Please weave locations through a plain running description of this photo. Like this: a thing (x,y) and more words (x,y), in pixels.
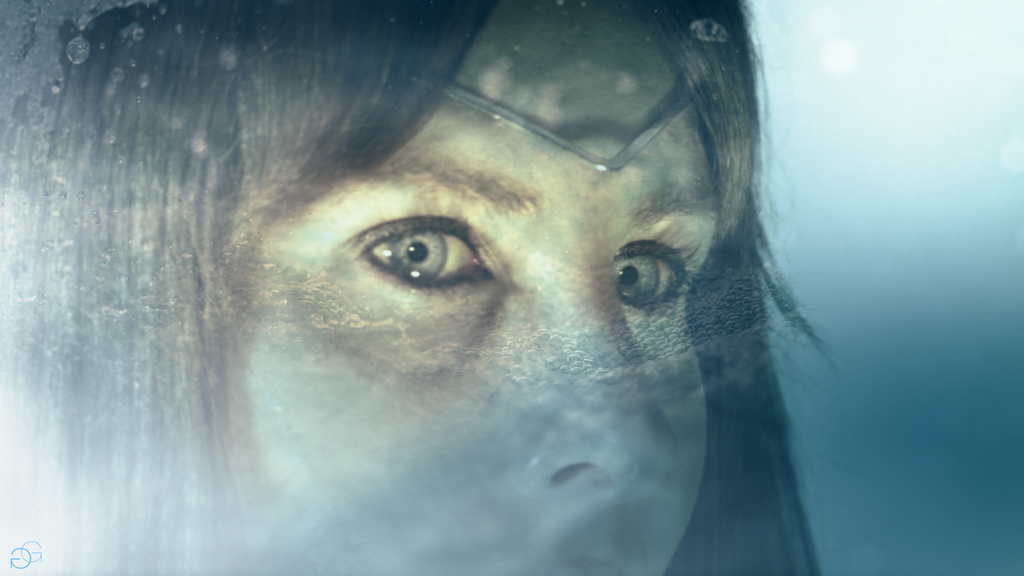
In this picture we can see a woman (493,366) and in the background (811,362) we can see it is blue color, in the bottom left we can see some symbols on it.
